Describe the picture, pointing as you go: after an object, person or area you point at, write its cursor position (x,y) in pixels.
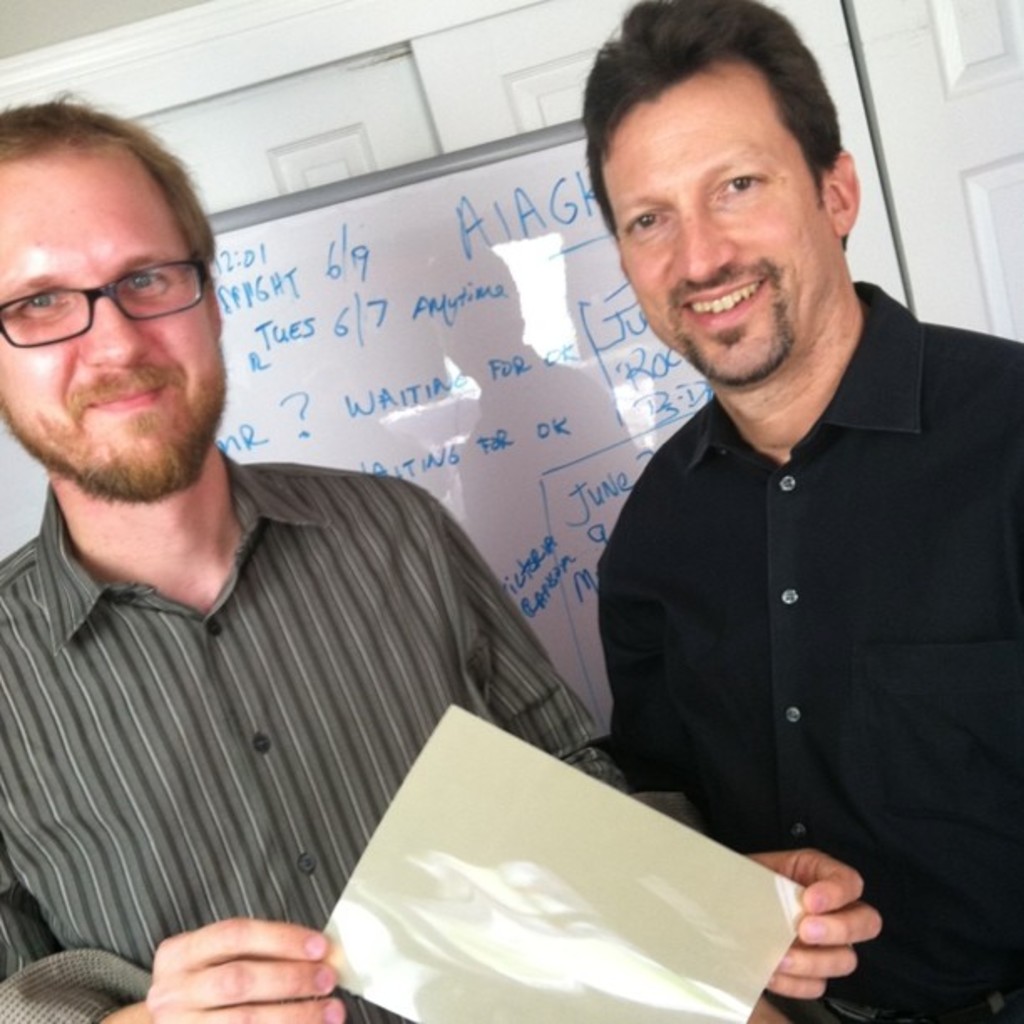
In this picture there is a man (11,253) who is wearing spectacle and shirt (242,768). He is holding a paper (533,1000) beside him i can see another man (762,185) who is wearing black shirt (900,799). Both of them are smiling. Beside them i can see the board (541,524) and something is written on it with the blue color pen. In the background (391,124) i can see the wooden door (460,103).
